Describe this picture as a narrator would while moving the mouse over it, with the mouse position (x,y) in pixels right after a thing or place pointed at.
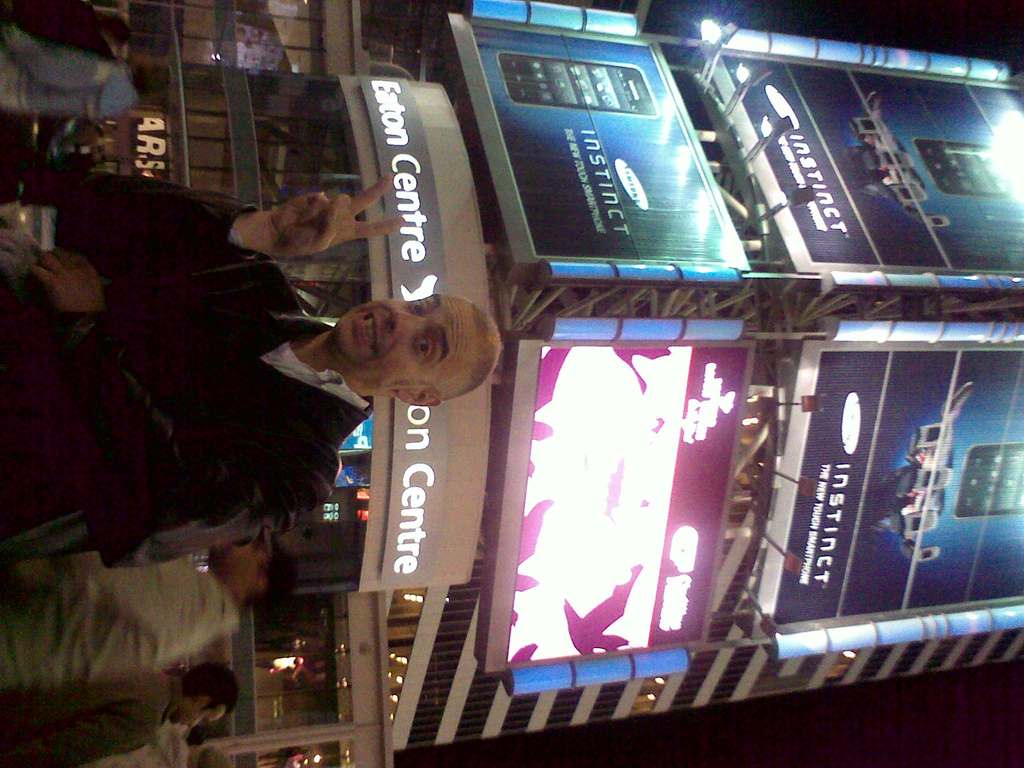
This picture is towards the right (828,404). Towards the left (107,431), there is a person (300,331) wearing maroon clothes (148,372). Behind him, there are people (201,641). On the top (655,236), there is a building (522,301) with boards (837,481). On every board (796,223) there is some text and pictures (921,93).
